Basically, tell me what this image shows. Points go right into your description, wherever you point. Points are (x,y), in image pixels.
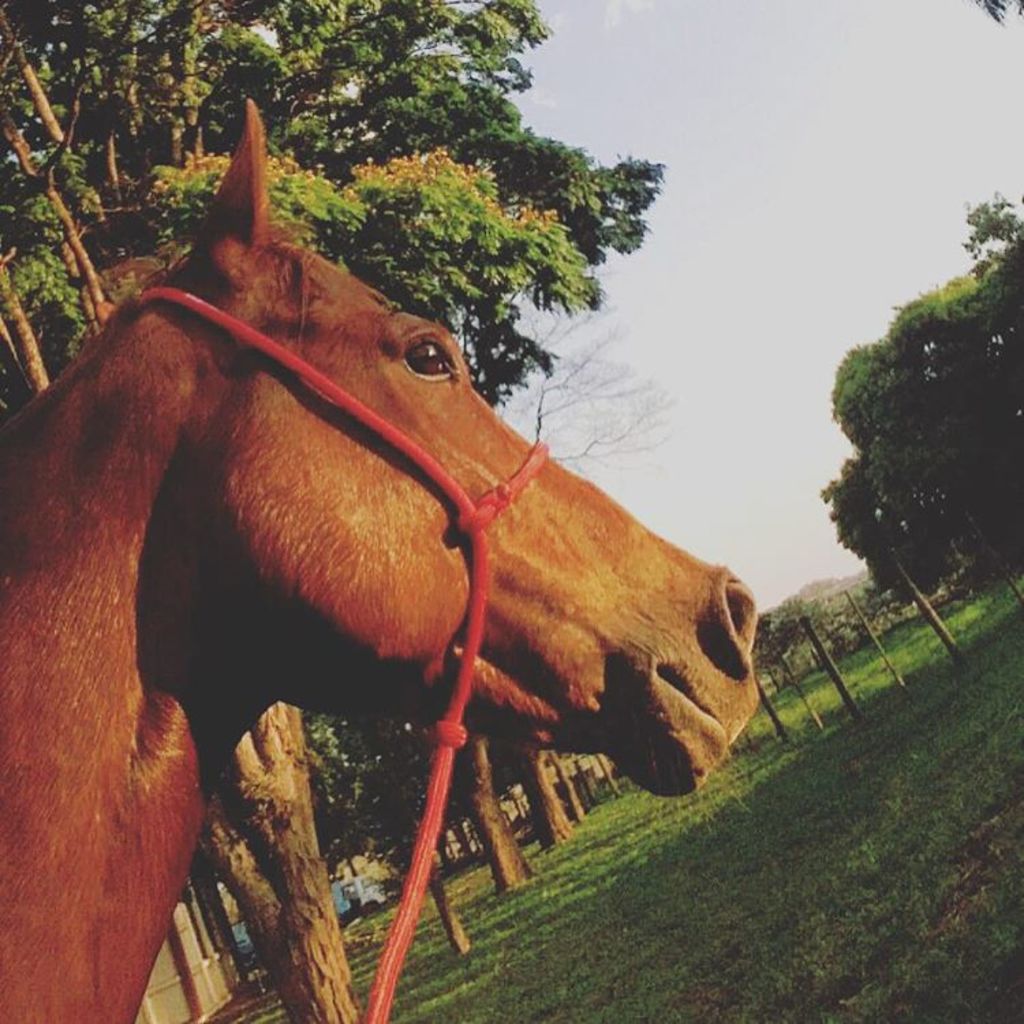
This picture shows a horse (409,630). It is brown in color and we see trees (866,410) and grass (669,959) on the ground (669,959) and a cloudy sky (687,101).
